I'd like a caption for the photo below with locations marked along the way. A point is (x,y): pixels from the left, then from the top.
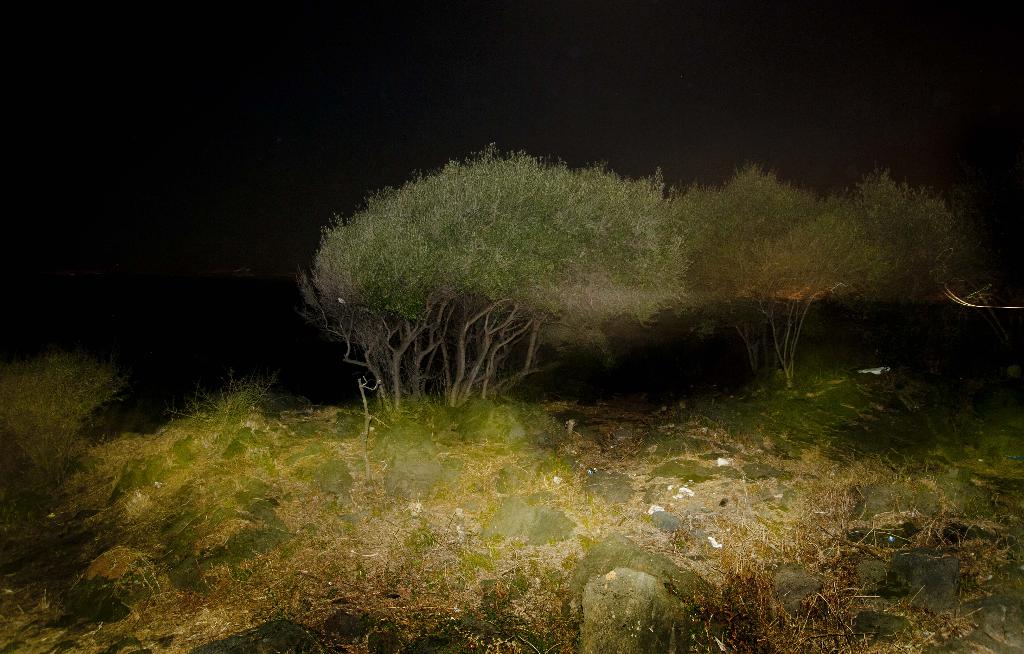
In this image I can see the ground (762,491), few rocks (522,514) on the ground (364,524), some grass (150,450) and few trees (44,396). In the background (814,94) I can see the dark sky (327,145).
